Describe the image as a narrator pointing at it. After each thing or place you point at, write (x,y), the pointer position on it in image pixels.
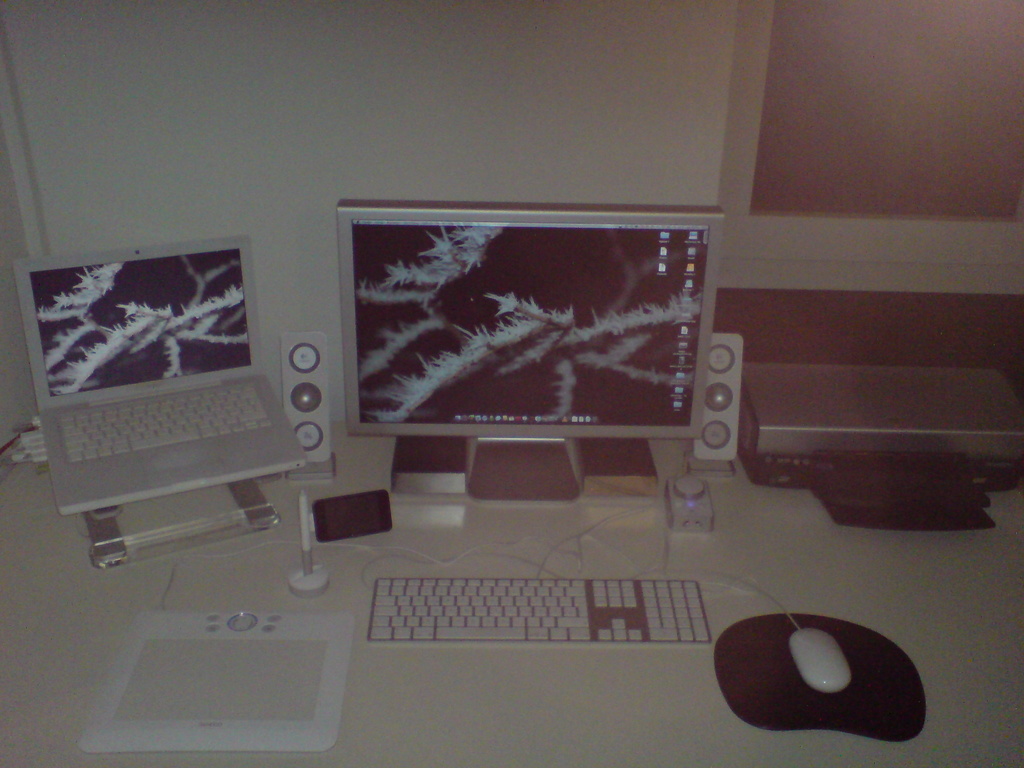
In the image there is a monitor (407,393), laptop (198,460), keyboard (502,607), mouse (827,671) and other gadgets (692,476).
